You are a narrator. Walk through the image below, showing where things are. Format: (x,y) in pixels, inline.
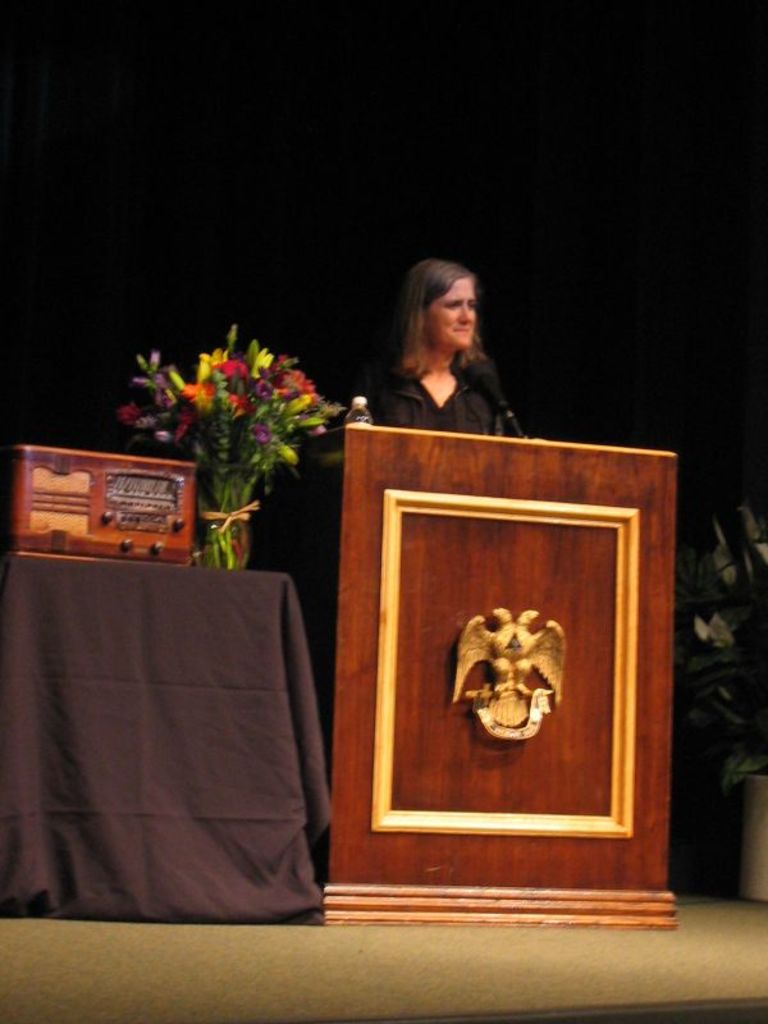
In this image I can see a woman (449,428) is standing and I can see she is wearing black colour of dress (462,415). In the front of her I can see a podium (542,475) and on it I can see a water bottle (365,399) and a mic (483,379). On the left side of the image (201,620) I can see a black colour cloth (170,622), a brown colour thing (152,523) and different types of flowers (217,414). On the right side of the image (699,610) I can see a plant (699,564) in the pot (767,825) and I can also see black colour in the background (487,189).
